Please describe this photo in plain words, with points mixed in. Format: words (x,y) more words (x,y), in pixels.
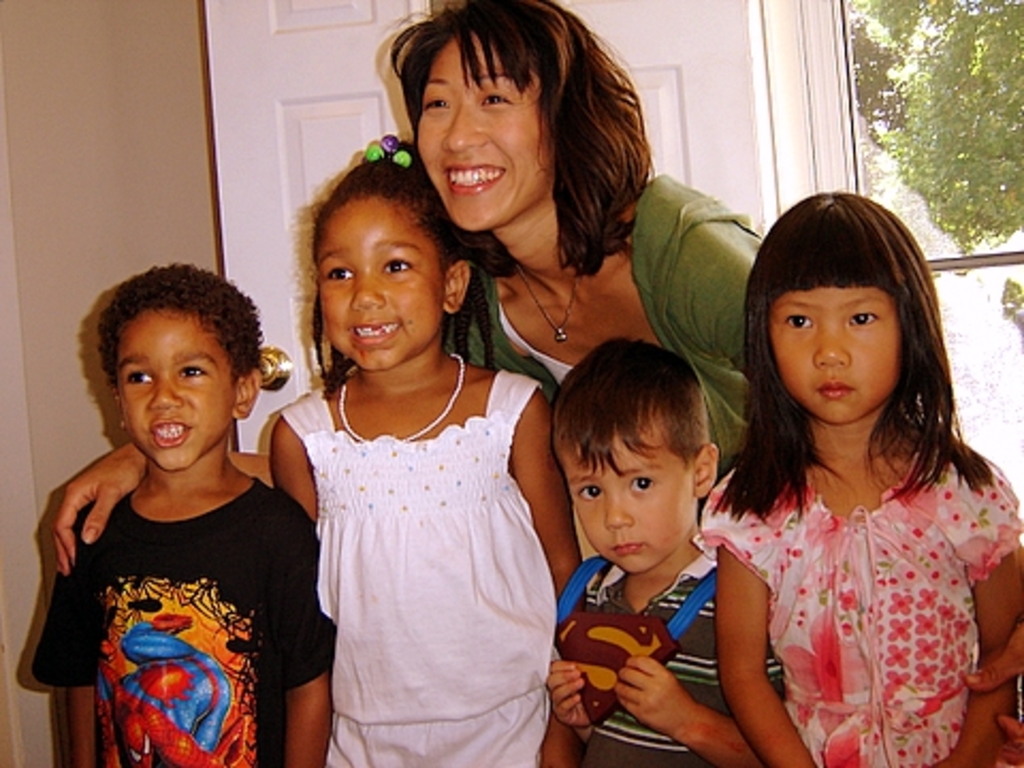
In this picture I can observe woman (463,219) and four children (444,441). Some of them are smiling. Behind the woman (590,168) I can observe door (309,392). On the right side (908,123) I can observe trees (908,123).
